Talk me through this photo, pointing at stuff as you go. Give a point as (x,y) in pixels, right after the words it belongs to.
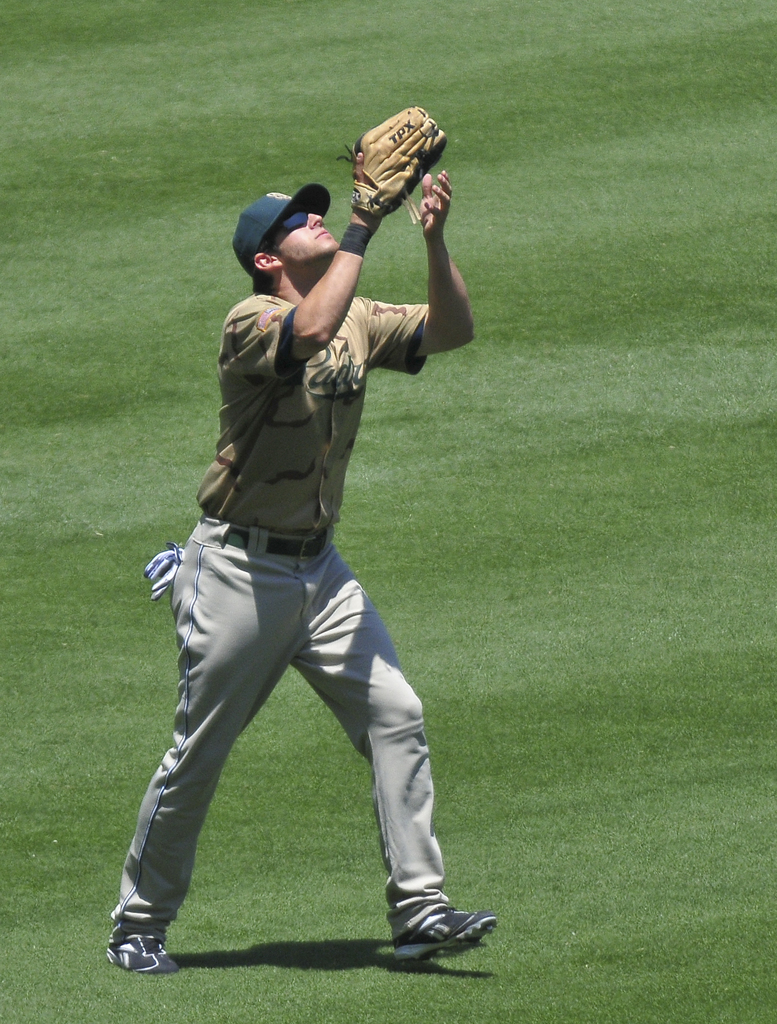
Here in this picture we can see a person (338,389) walking on the ground (235,757), which is fully covered with grass (248,763) and we can see he is trying to catch a ball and we can also see he is wearing gloves (403,195) and goggles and cap (276,205) on him.
